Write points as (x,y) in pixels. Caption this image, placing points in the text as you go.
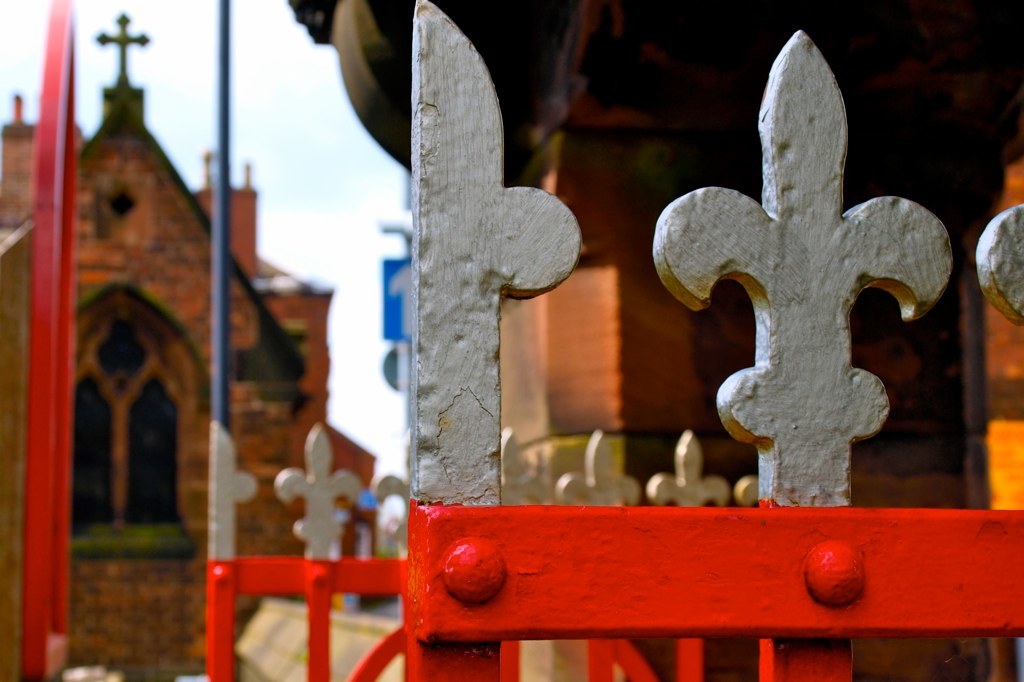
In this image we can see gates (566,536). In the back (176,191) there are buildings (284,279). Also there is sky (186,83). In the background (171,250) it is blur.
